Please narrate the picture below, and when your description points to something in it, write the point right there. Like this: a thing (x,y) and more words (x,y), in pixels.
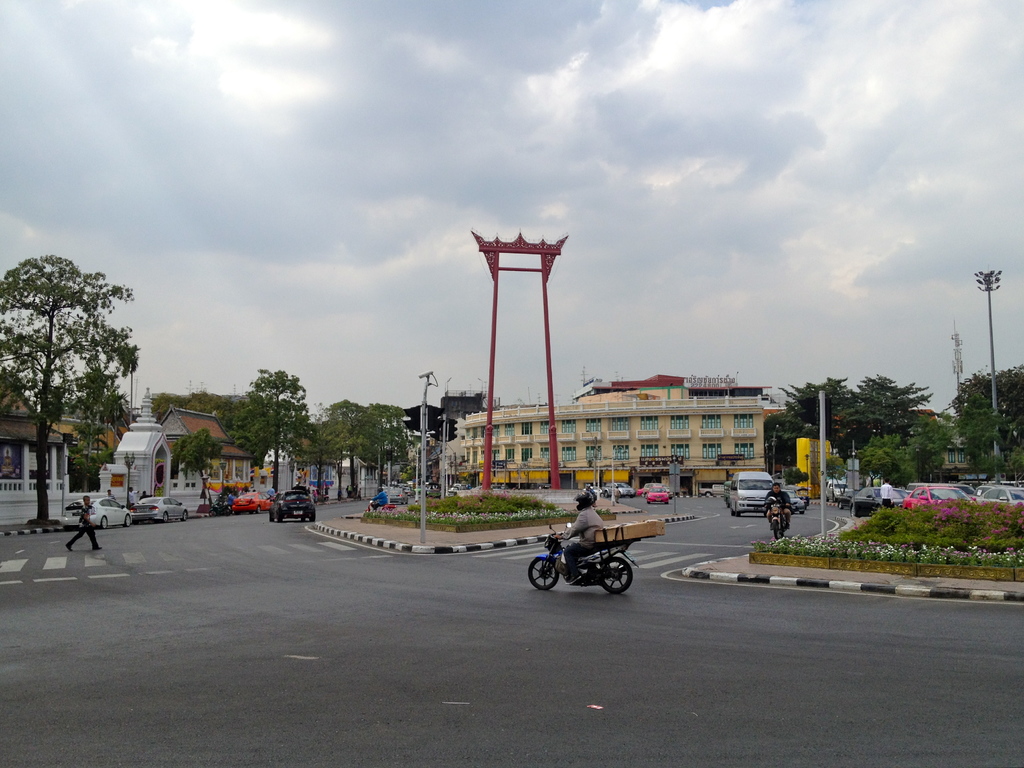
This is an outside view. At the bottom (321,720) there is a road (193,728) and I can see many vehicles (111,518) on this road (283,596). In the background (111,470) there are many buildings (155,456) and trees (199,455) and also I can see the poles (441,456). At the top of the image (491,117) I can see the sky (453,80).
